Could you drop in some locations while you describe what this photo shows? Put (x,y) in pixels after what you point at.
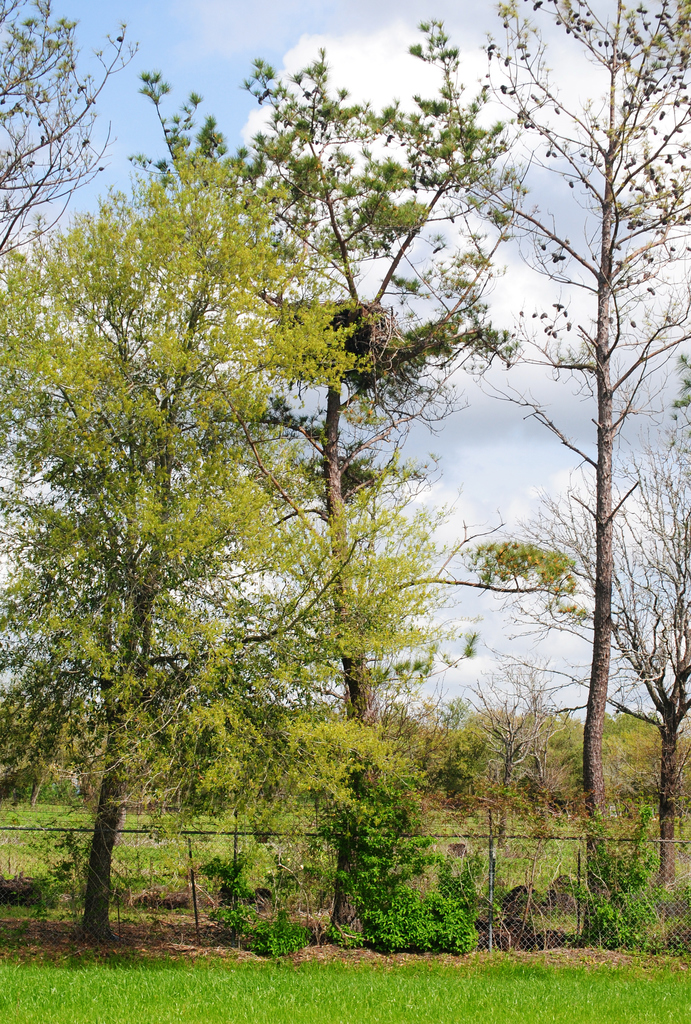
In this image, we can see trees (287,779), plants (354,881), mesh (314,873) and grass (312,974). In the background (29,761), we can see the trees (426,746) and cloudy sky (416,467).
